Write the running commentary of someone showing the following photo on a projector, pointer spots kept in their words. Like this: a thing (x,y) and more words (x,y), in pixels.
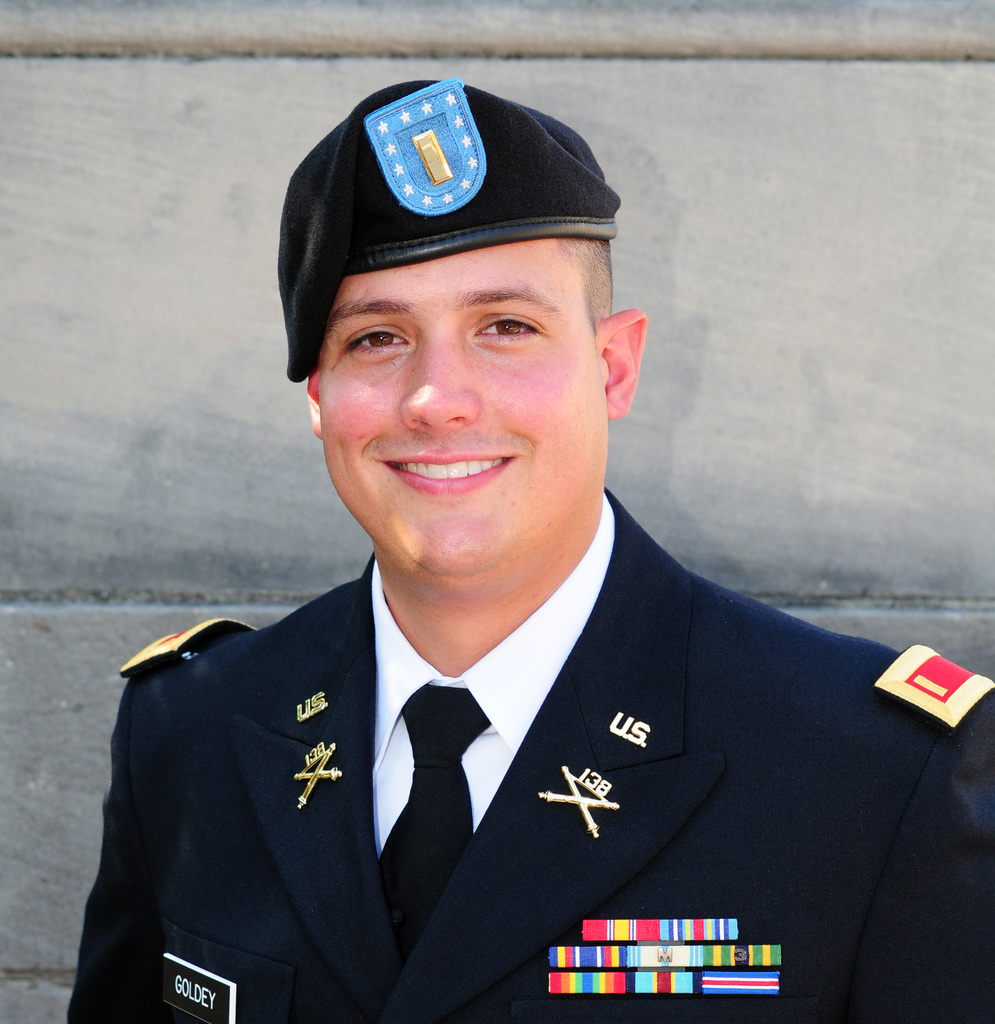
In this image I can see a person (254,898) wearing uniform (228,881) which is in blue and white color. Background (256,103) the wall (242,354) is in gray color.
